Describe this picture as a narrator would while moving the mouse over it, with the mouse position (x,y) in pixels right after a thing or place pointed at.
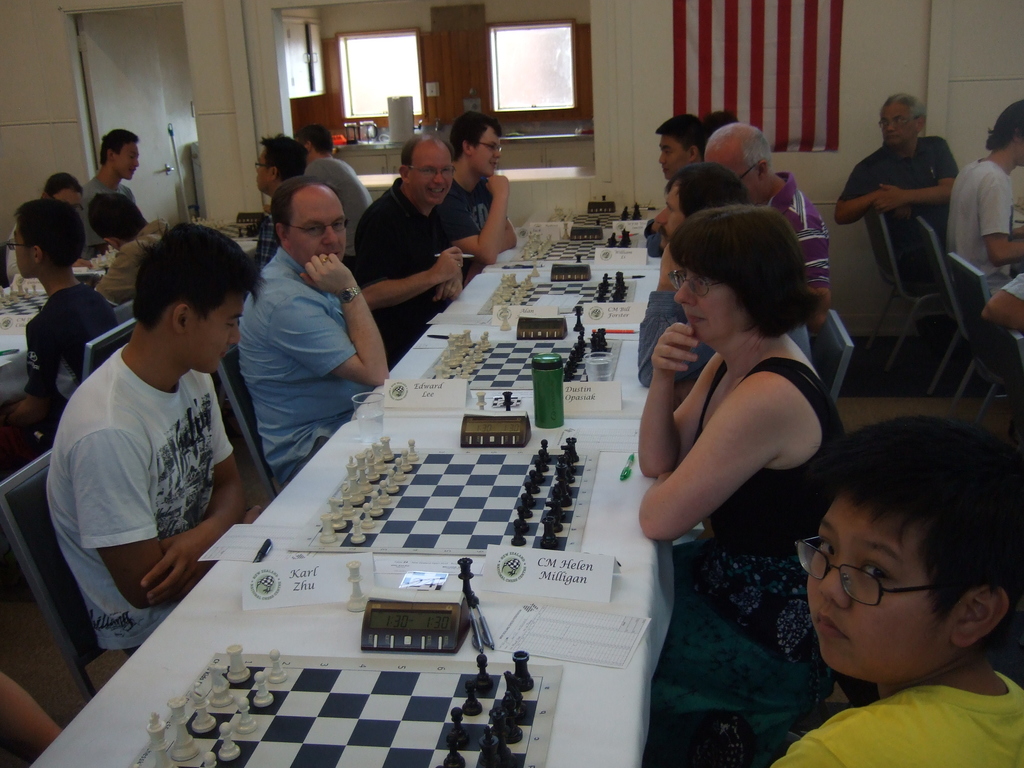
As we can see in the image there is a window (392,82), flag (813,51), wall (616,77), few people (1021,555) sitting here and there and chairs (69,627) and tables (321,472). On table (381,697) there is chess boards (547,255) and coins (330,529).
